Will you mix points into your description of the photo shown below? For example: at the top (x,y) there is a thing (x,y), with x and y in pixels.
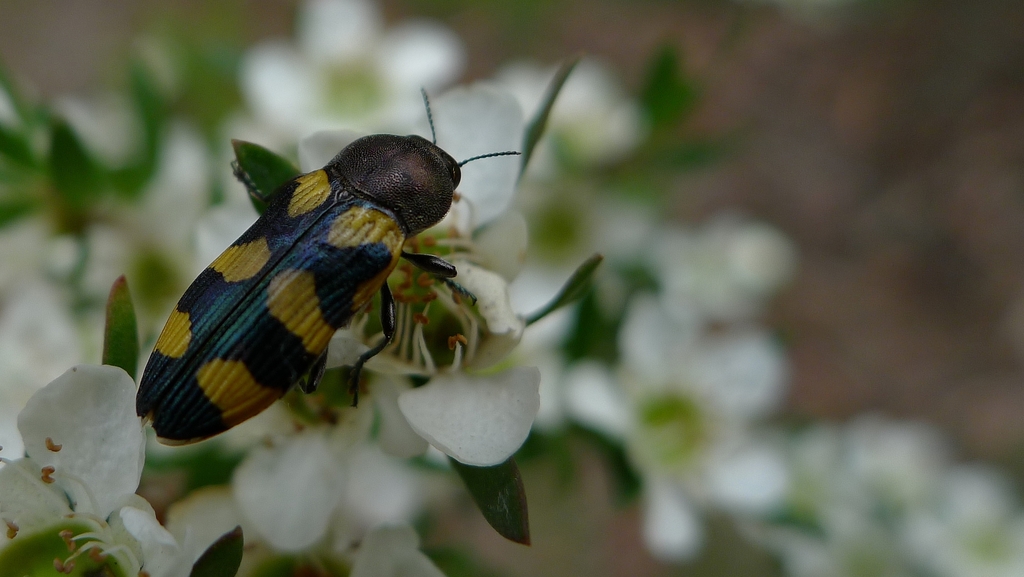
It is an insect (410,257) which is in black and yellow on the white color flowers (389,419).
